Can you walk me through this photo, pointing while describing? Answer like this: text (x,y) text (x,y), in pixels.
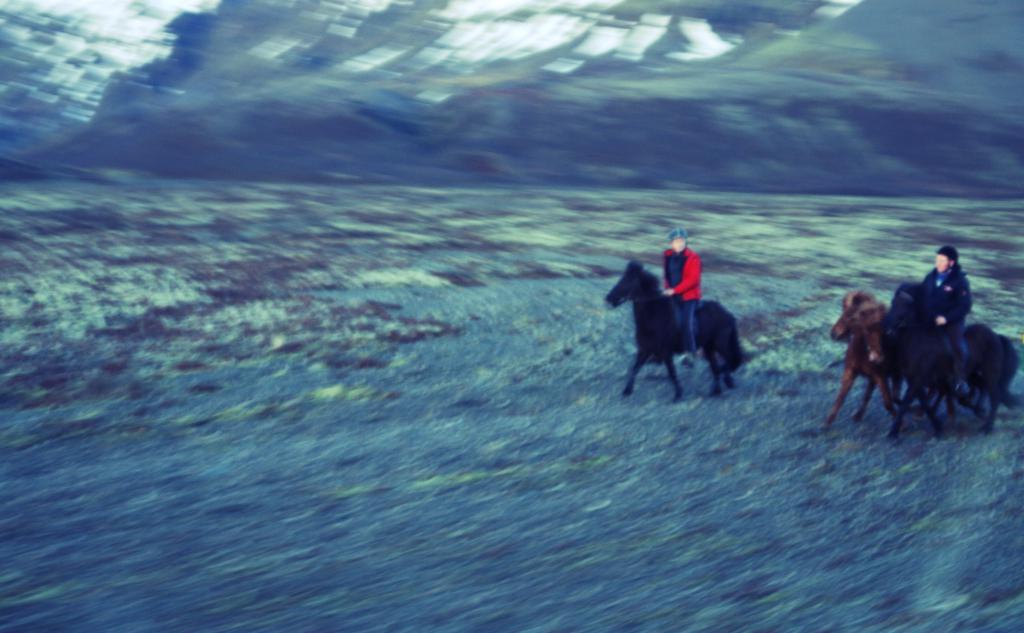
It is a blur image. On the right side of the image (697,300), we can see two persons (957,305) are riding a horse (726,363). Here we can see horses (865,321).
